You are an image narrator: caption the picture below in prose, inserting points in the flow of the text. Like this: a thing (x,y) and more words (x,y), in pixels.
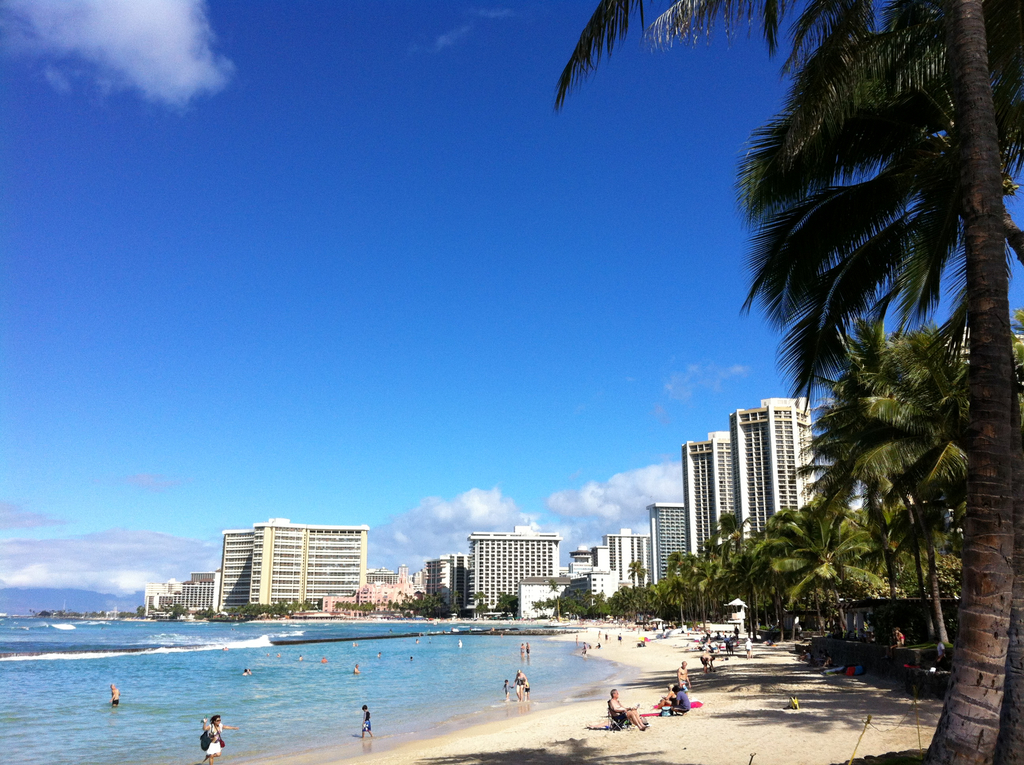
This is a picture of a city (517,614), where there are group of people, beach (527,728), buildings (228,579), trees (857,548), and in the background (468,482) there is sky (467,377).
